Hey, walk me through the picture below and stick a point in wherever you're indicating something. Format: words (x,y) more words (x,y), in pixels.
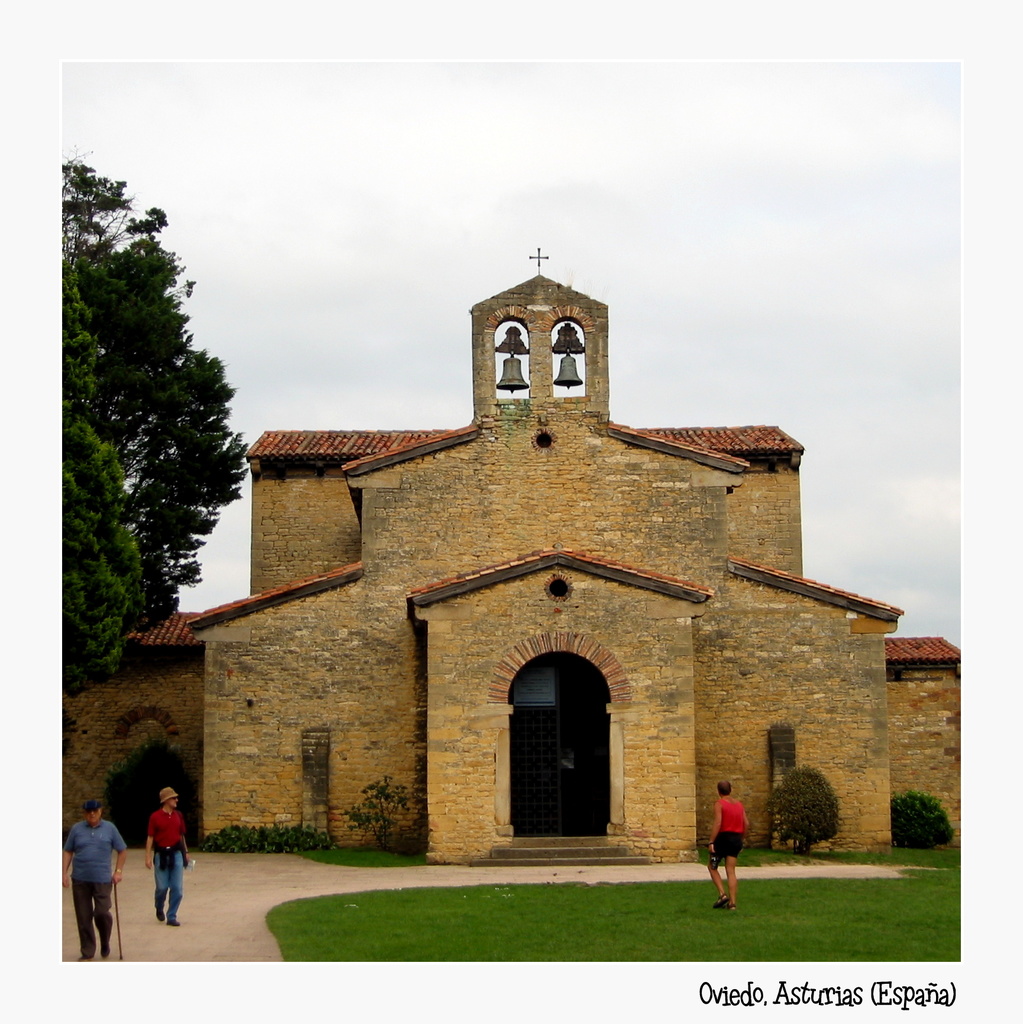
In this image we can see a building (327,644) with roof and the bells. We can also see some people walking on the ground (265,905). In that a man (105,934) is holding a walking stick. We can also see some grass (604,889), tree (95,599), some plants (259,847) and the sky (337,331) which looks cloudy.
